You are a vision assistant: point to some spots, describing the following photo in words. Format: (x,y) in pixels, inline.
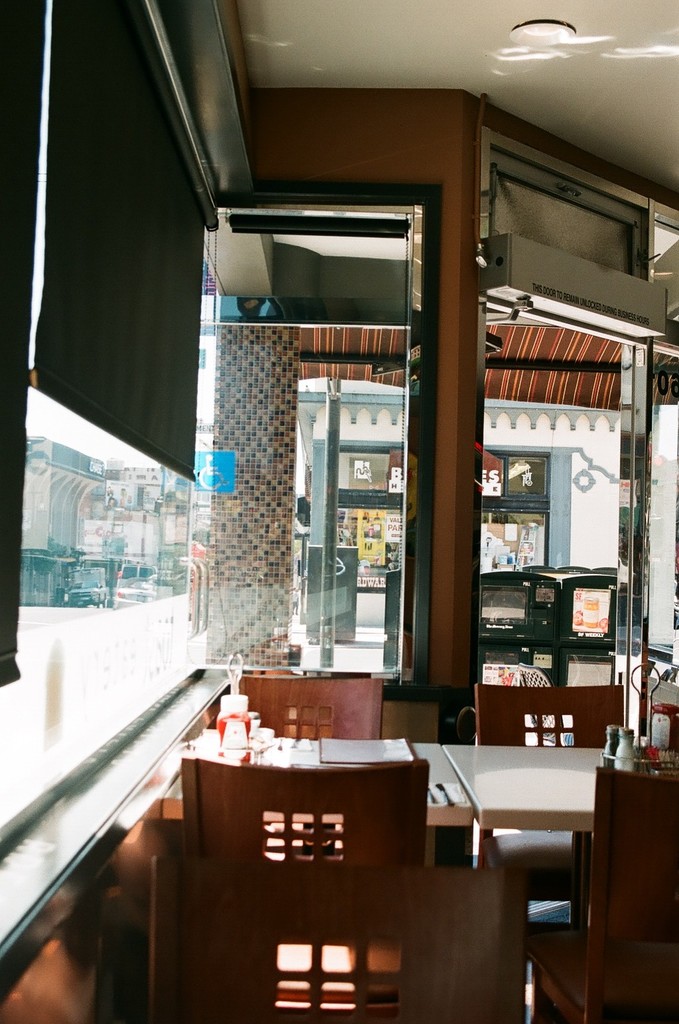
In this picture I can see the inside view of a building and in front of this picture I can see few chairs (305,704) and tables (577,910) and on the tables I see few things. In the background (320,448) I can see the glasses (328,385) and through the glasses (102,493) I can see few buildings (139,484). On the top of this image (446,49) I can see the ceiling (328,85). On the left side of this image (136,429) I can see the black color things (114,197) on window (45,31).
